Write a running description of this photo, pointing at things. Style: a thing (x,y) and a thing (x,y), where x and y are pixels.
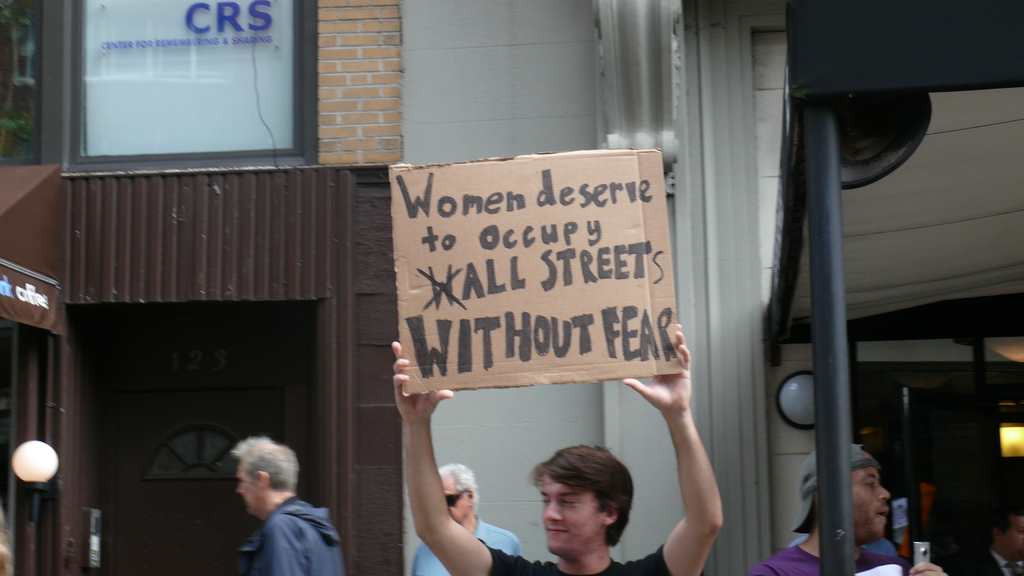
In this image we can see men (269,518) standing and one of them is holding a placard (492,286) in the hands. In the background (304,167) there are buildings (434,98).
